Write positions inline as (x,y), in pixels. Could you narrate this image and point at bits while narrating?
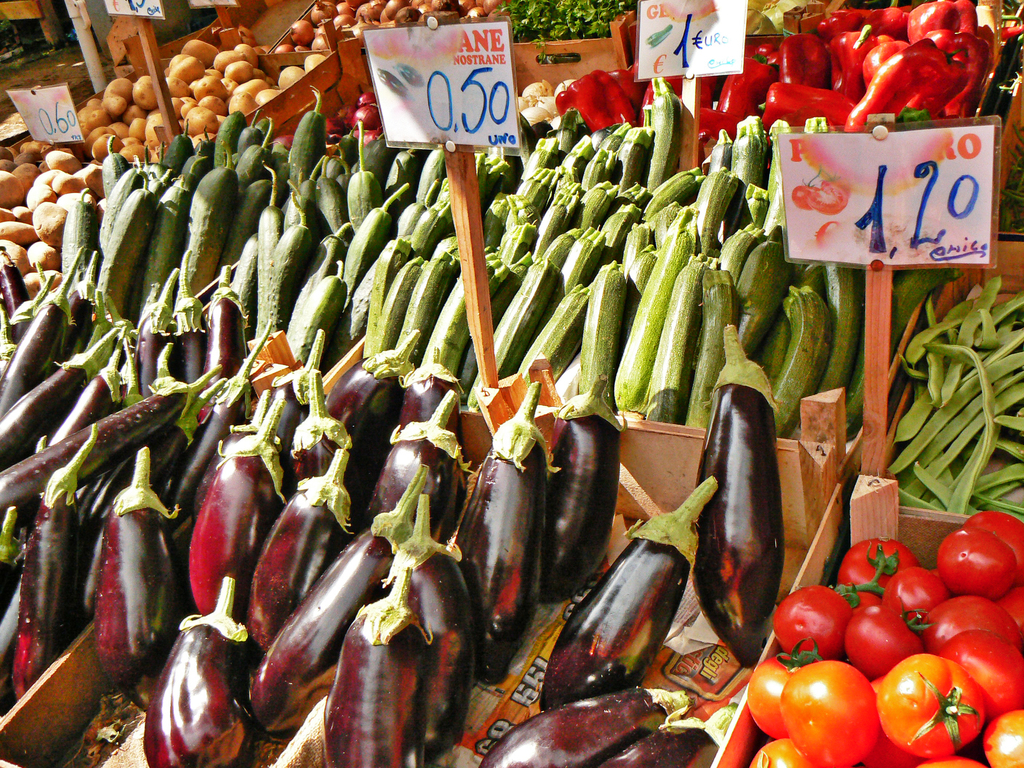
In this picture we can see some wooden baskets (679,501) with some different type of vegetables (731,592), they are brinjal (716,624), tomato (788,659), potato (227,75), coriander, onion (307,26), and some other, on the wooden board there is a some text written on it.
